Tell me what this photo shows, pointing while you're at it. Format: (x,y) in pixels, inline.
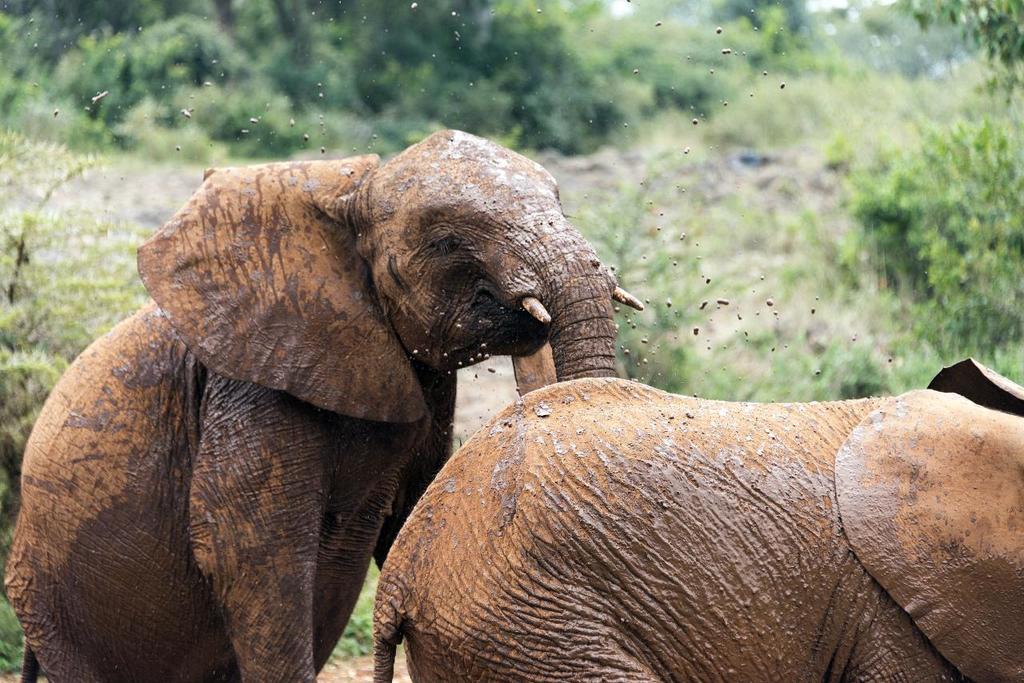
In the foreground of this image (238,505), there are two muddy elephants (436,498). In the background (715,6), there are trees (239,88).
